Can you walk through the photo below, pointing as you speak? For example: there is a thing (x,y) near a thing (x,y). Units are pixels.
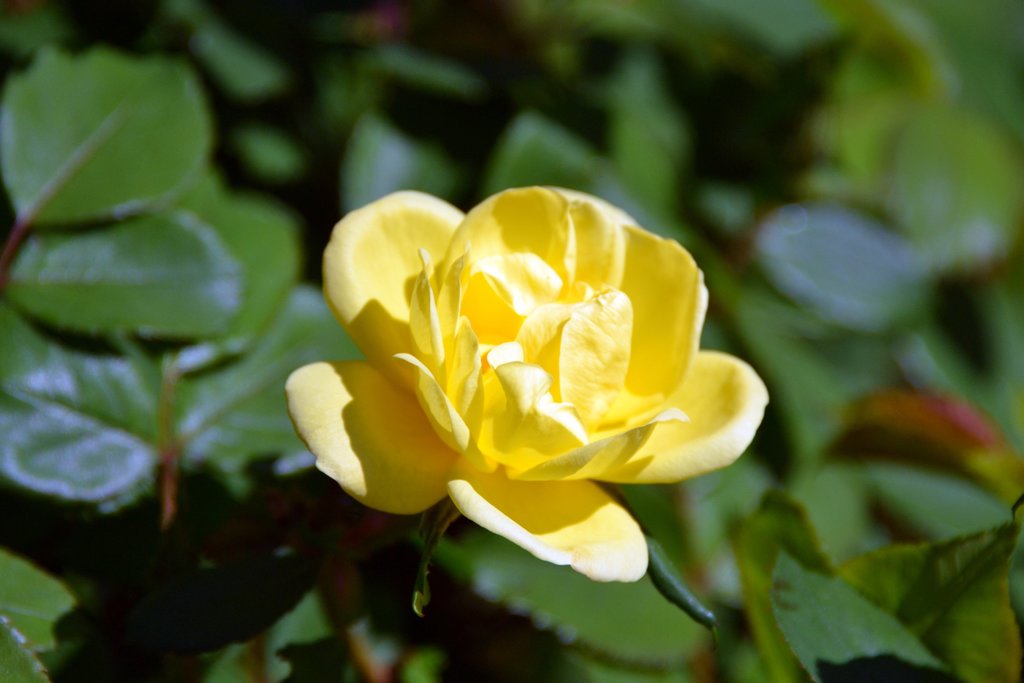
In this picture we can see a flower (624,537) and in the background (470,589) we can see leaves (155,311).
